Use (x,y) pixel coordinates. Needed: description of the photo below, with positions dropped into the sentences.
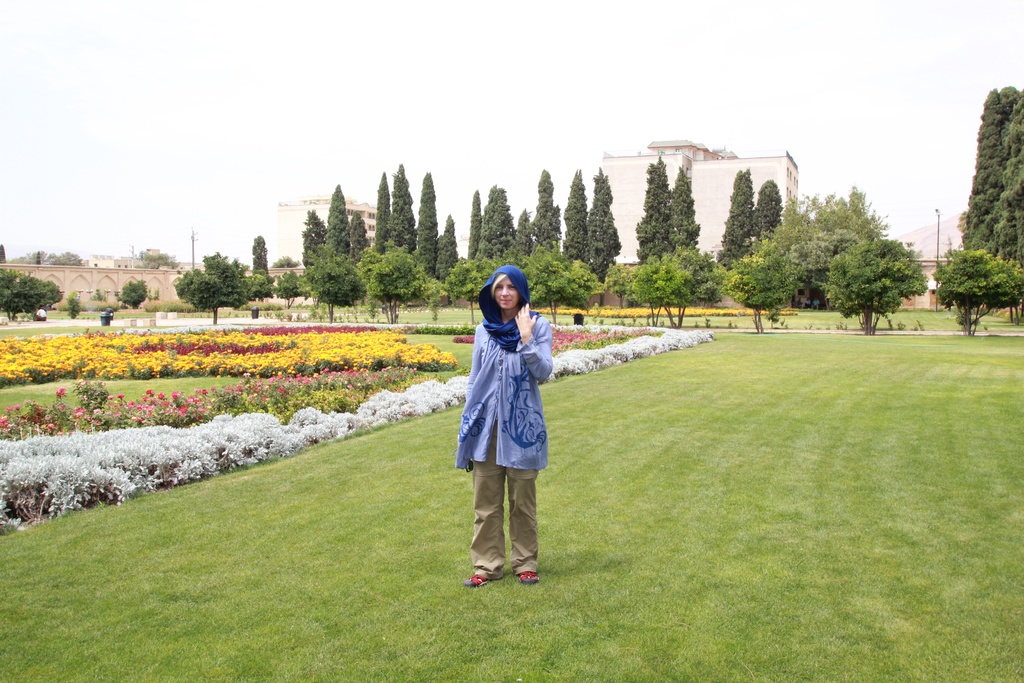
In the center of the image (505,372) we can see a lady (494,403) is standing and wearing a scarf (523,296). On the right side of the image (845,309) some trees (872,285) are there. On the left side of the image (170,399) we can see some bushes (148,417), flowers (167,412), wall (67,285) are present. In the background of the image (937,234) buildings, poles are there. At the top of the image (521,100) sky (598,150) is there. At the bottom of the image (901,590) ground (671,370) is present.
